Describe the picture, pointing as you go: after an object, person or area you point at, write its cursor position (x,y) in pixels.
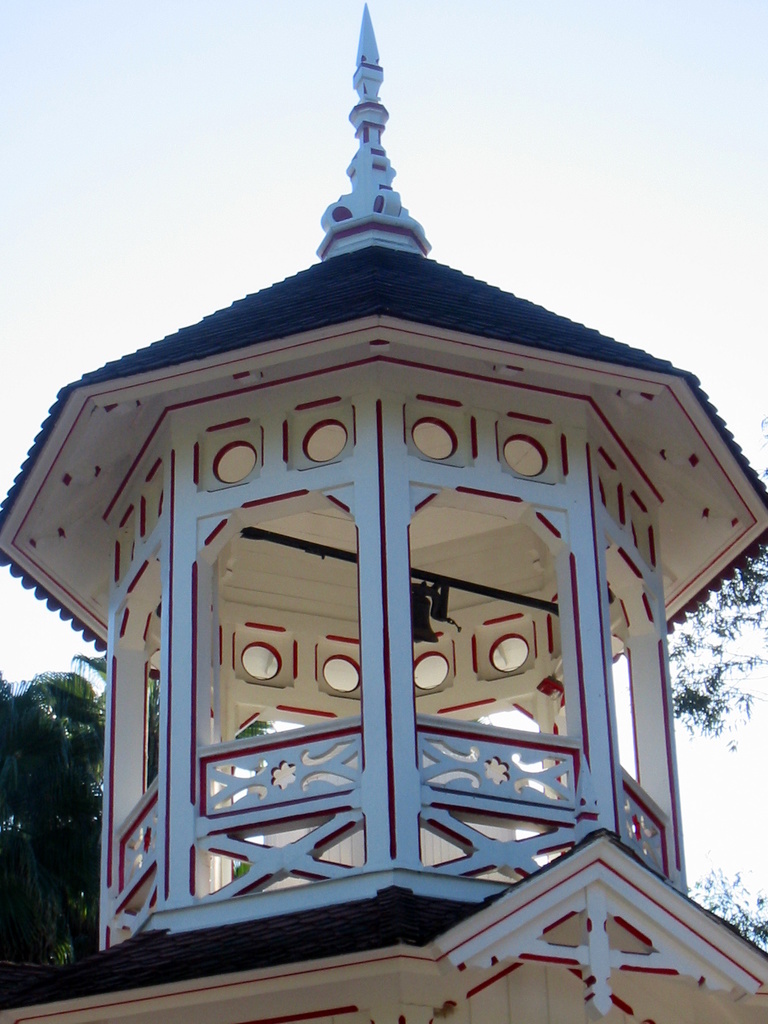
In this image we can see a house (380,656), there is a bell (425,629), we can also see some trees (72,730), and the sky (602,135).
